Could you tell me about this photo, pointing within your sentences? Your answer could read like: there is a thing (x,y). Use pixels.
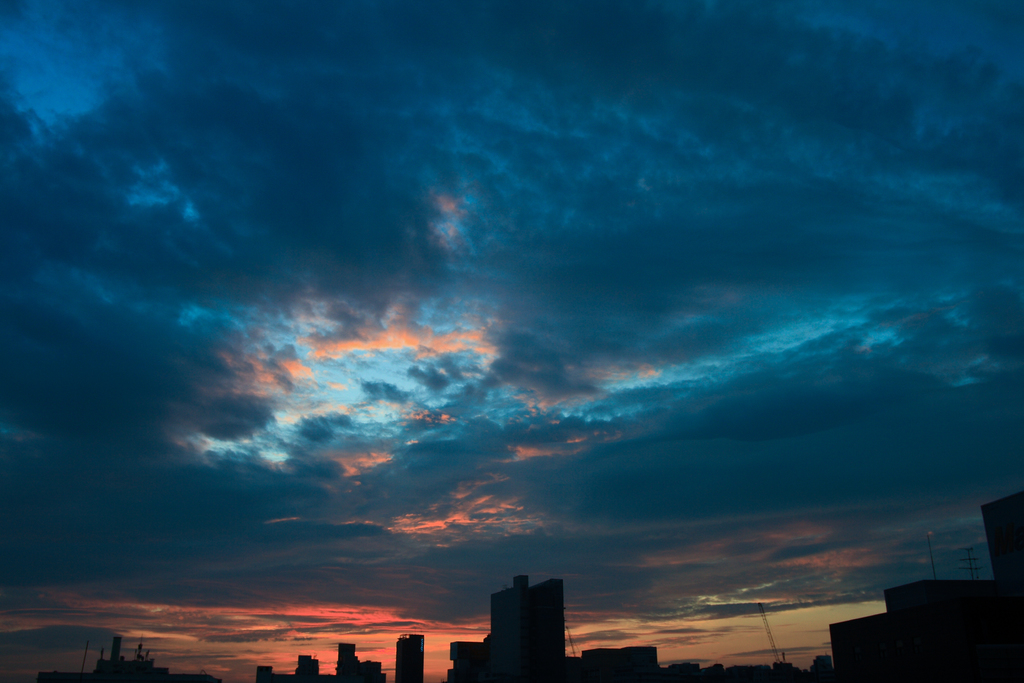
In this picture there are buildings (573,658) and there are poles (932,566). At the top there is sky (460,383) and there are clouds (432,394).
